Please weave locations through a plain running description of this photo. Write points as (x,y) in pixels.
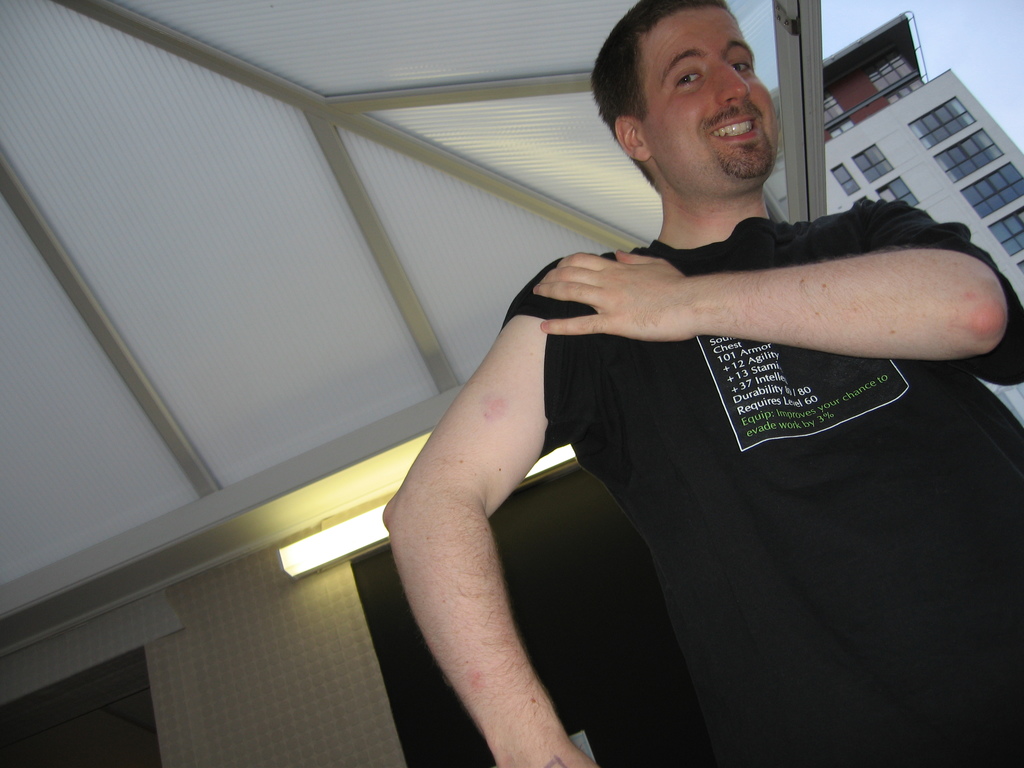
There is one person (726,452) standing on the right side (718,435) is wearing a black color t shirt (787,506). There is a wall (332,669) in the background (330,698). There is a light (334,538) as we can see in the middle of this image (358,505), and there is a building (913,166) at the top right corner of this image (904,135).
